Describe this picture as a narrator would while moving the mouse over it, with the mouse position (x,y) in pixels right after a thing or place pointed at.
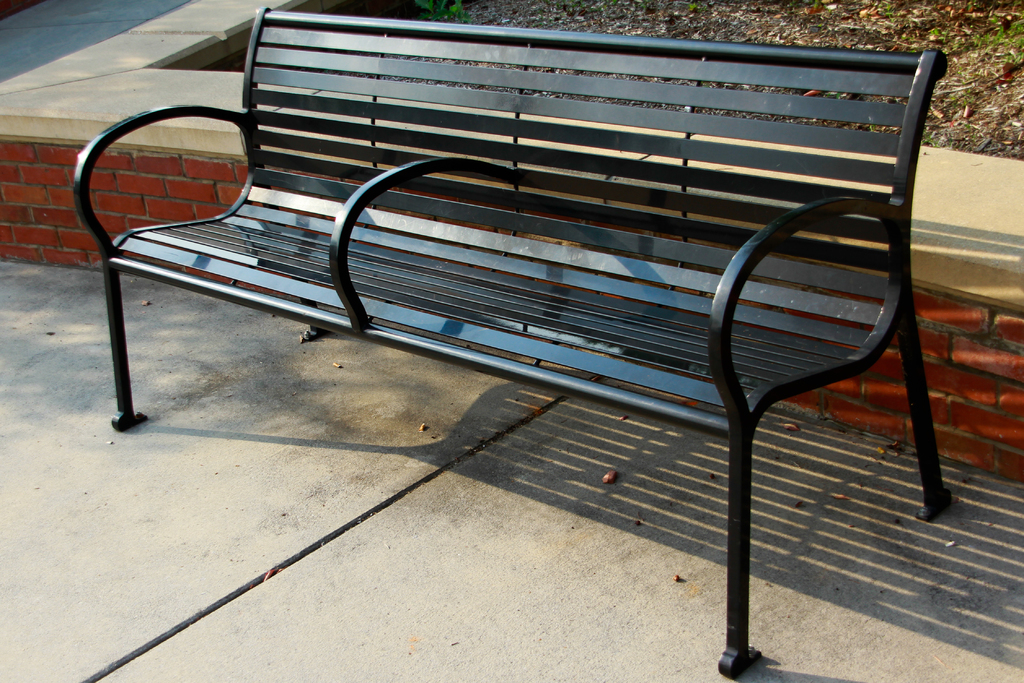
In this image there is a bench (736,492), there is a brick wall (153,197), there are objects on the ground (281,384), there is ground (450,422) towards the bottom of the image (514,625), there is soil (979,81) towards the top of the image (1001,99), there are plants (1009,60) towards the top of the image (455,9).
